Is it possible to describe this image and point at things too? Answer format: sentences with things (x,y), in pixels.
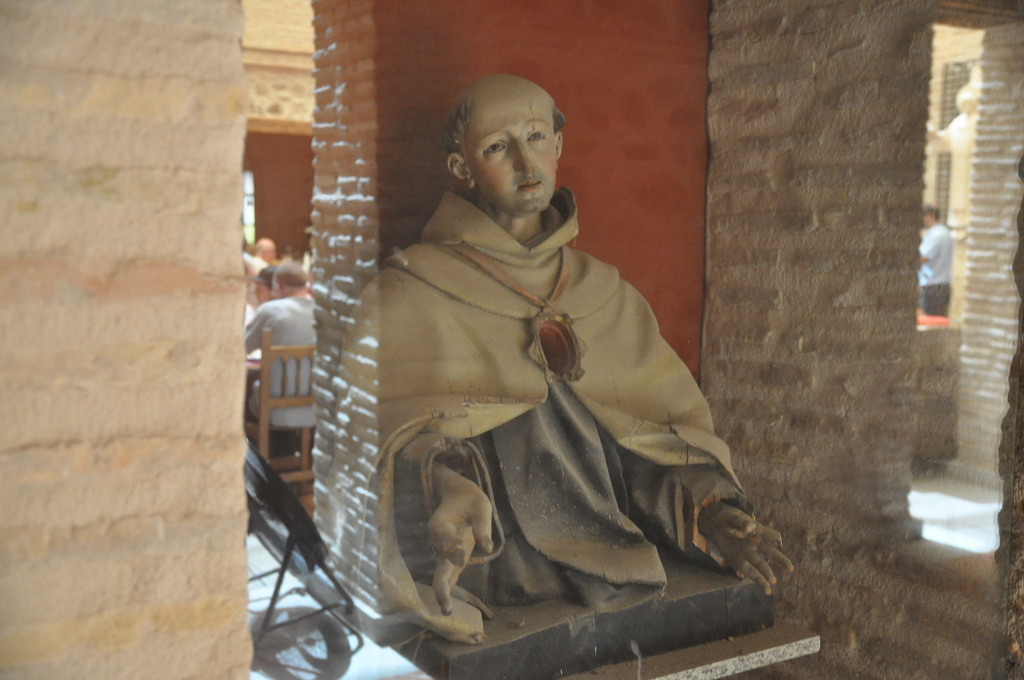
In this image there is a statue (552,338) behind the glass (958,454). Behind the statue (446,447) there is a wall (706,251). Behind the wall (702,279) there are few persons (307,309) sitting on the chairs (289,392). Right side (928,300) a person (923,288) is standing. Beside to him there is a statue (965,145).
